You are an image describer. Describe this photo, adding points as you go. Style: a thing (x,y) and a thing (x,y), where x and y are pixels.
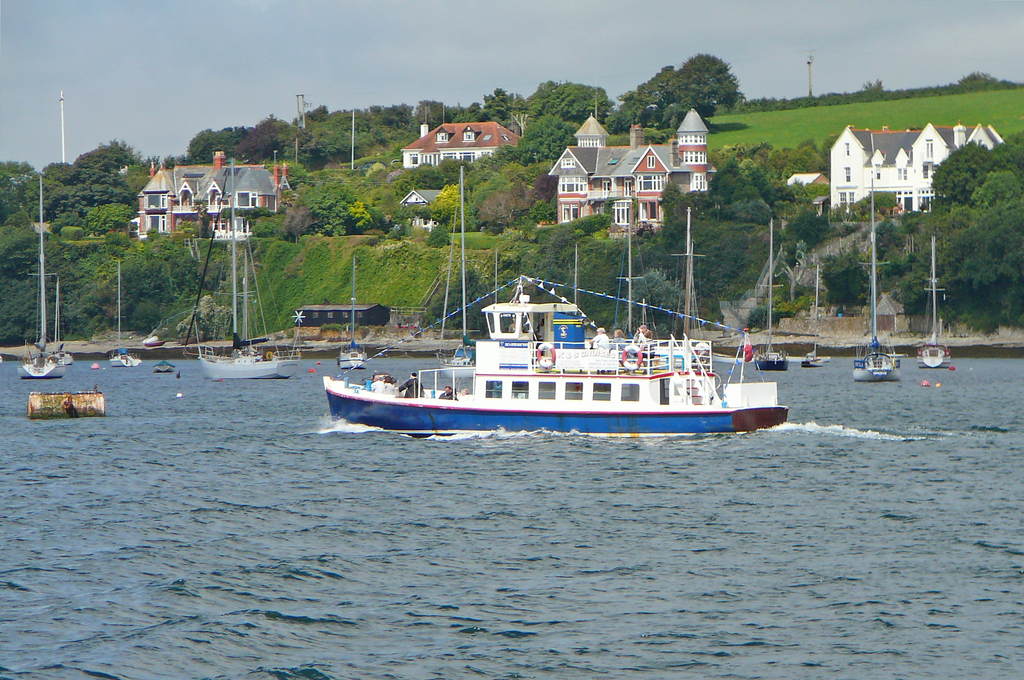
We can see boats (929,354) above the water (6,397) and we can see people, poles (770,313) and ropes (583,290). In the background (1002,276) we can see trees (91,174), buildings (856,157), poles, grass (920,100) and sky (309,52).
